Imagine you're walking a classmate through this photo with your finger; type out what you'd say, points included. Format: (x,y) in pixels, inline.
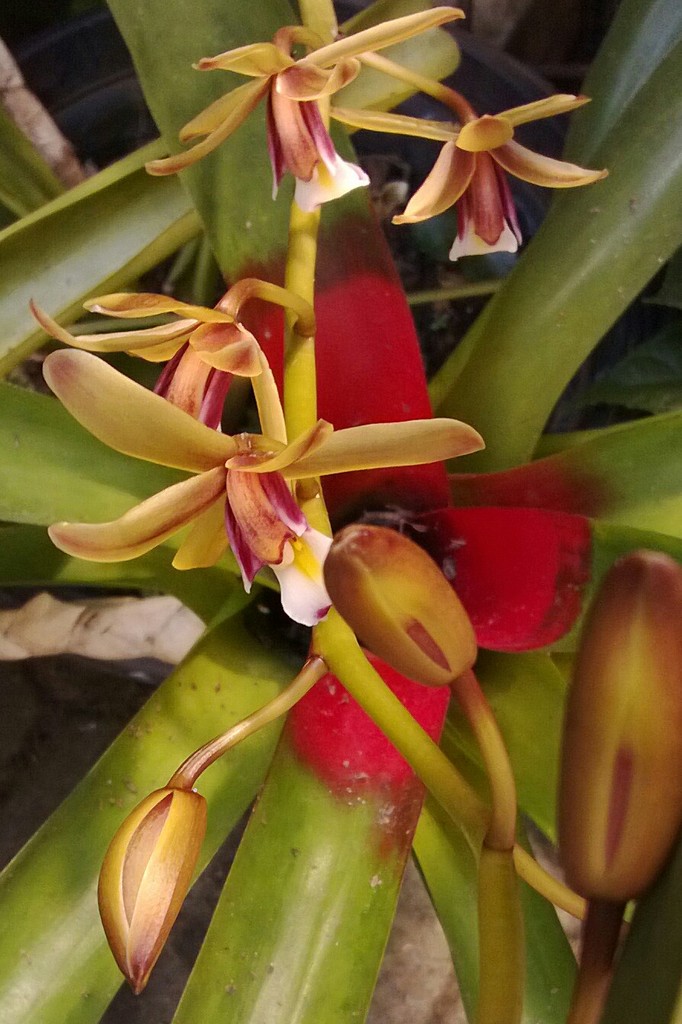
In this image we can see a plant (396,773) with some flowers (396,454).
